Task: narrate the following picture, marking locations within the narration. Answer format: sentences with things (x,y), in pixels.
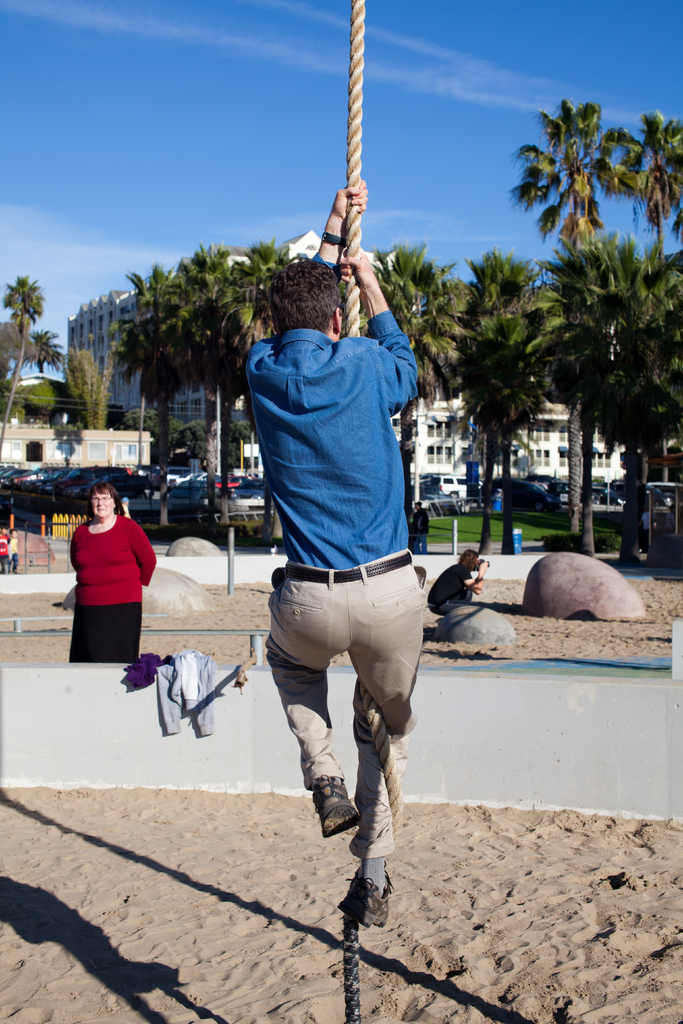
In the image I can see a person (316,490) who is holding the rope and also I can see some other people (467,600), among them a person (473,587) is holding the camera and some trees (447,304), buildings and some other things (600,583).
